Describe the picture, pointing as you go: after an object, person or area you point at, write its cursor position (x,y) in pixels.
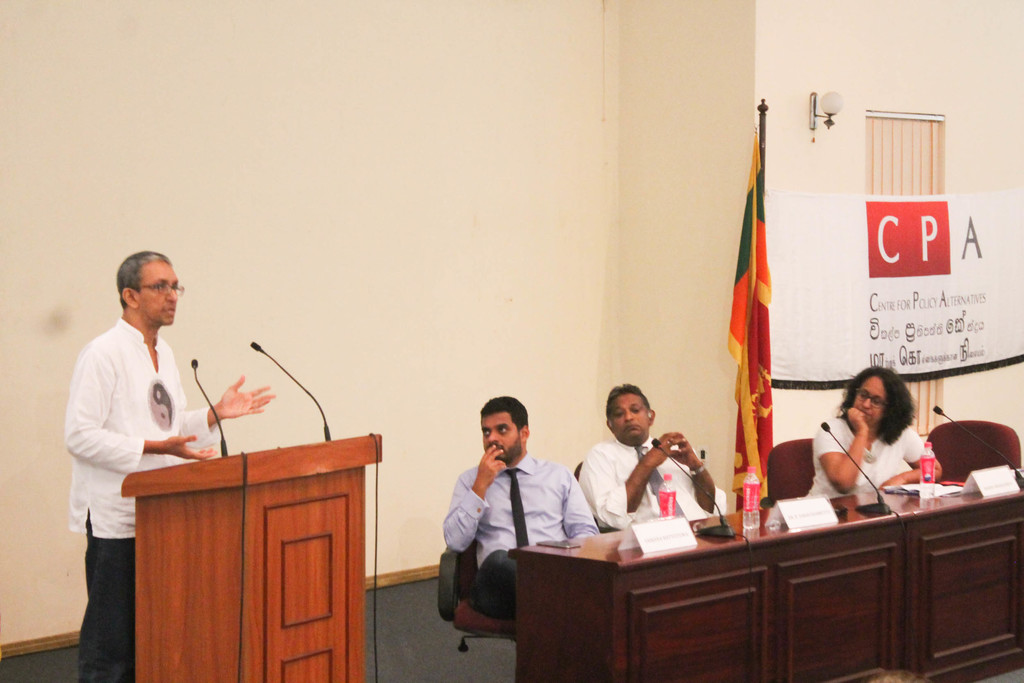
In this image there are people (587,504) sitting on the chairs (456,596). In front of them there is a table (759,599). On top of the table (680,577) there are mike's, water bottles (750,491), name boards (805,511). On the left side of the image (173,462) there is a person (191,444) standing in front of the dais (223,571). On top of the dais (219,460) there are mike's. In the background of the image (486,182) there is a wall (573,187). In front of the wall (819,406) there is a flag (767,414). On the right side of the image (800,341) there is a banner (915,343). There is a light (828,102). At the bottom of the image (417,649) there is a floor (406,641).
